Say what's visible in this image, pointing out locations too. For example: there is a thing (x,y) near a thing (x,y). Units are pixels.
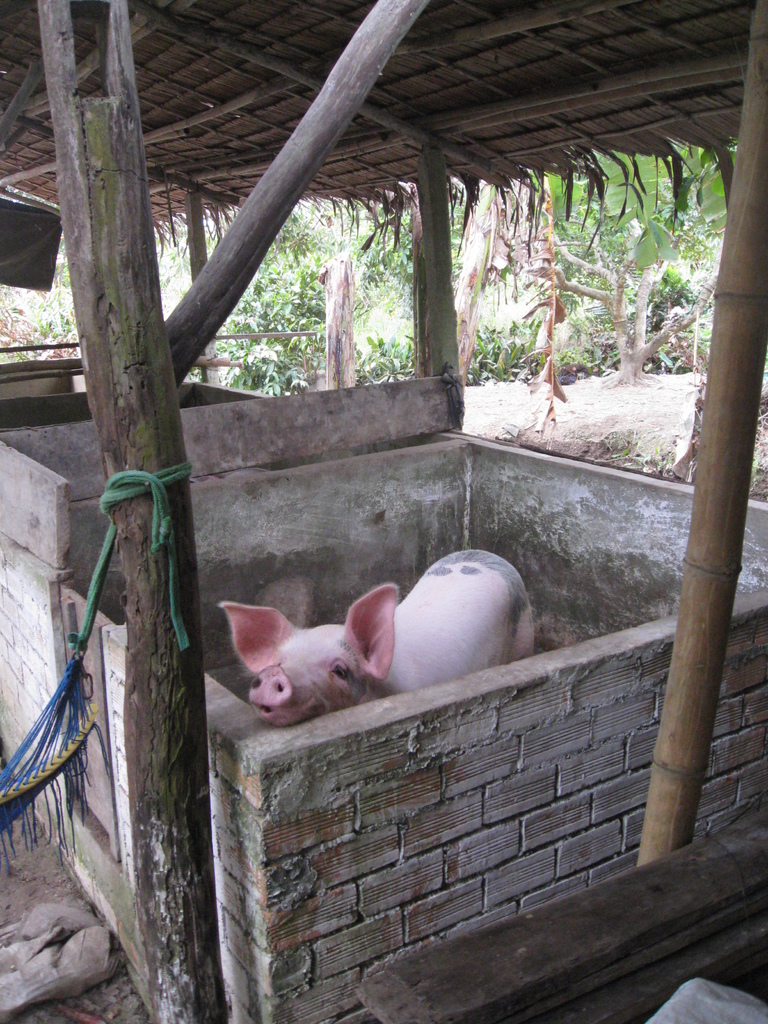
In this image I can see there is a pink color pig (363,694). It is surrounded with the wall (449,798). At the top (459,91) there is the roof (368,111) made up of wood (373,88).
